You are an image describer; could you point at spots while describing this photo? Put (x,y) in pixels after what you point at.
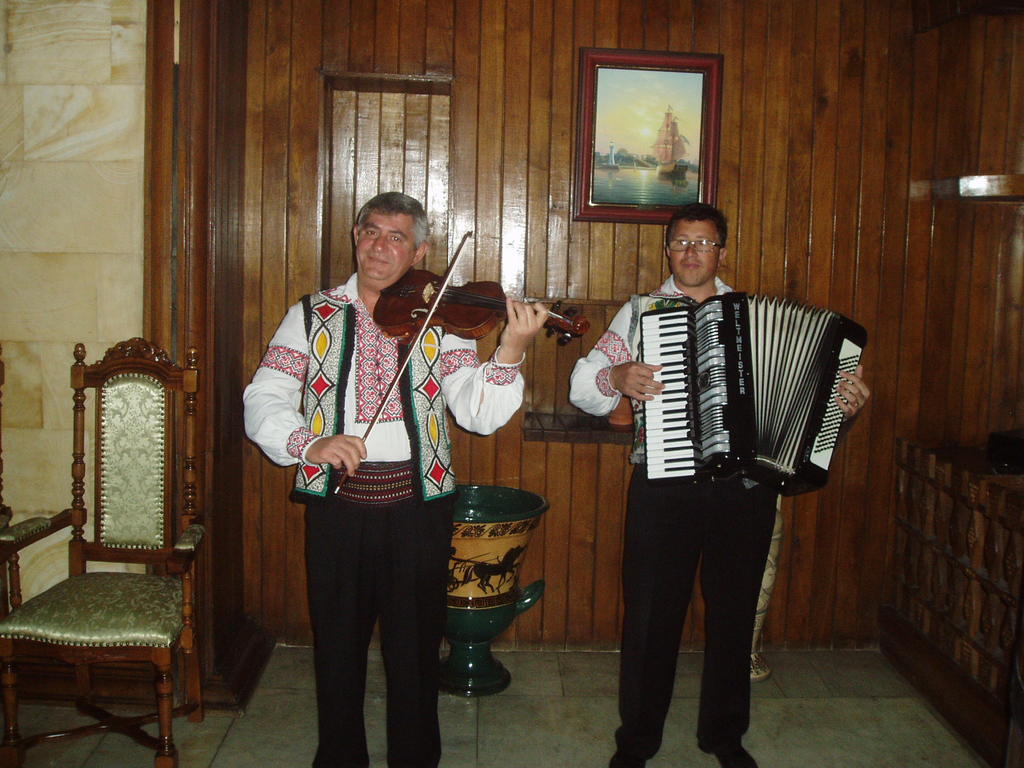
This is a picture where we have two people (522,314) playing different musical instruments (488,315) and behind them there is a wooden wall (567,85) on which there is a photo frame (657,90) and beside the person (363,225) there is a wooden chair (106,538).
